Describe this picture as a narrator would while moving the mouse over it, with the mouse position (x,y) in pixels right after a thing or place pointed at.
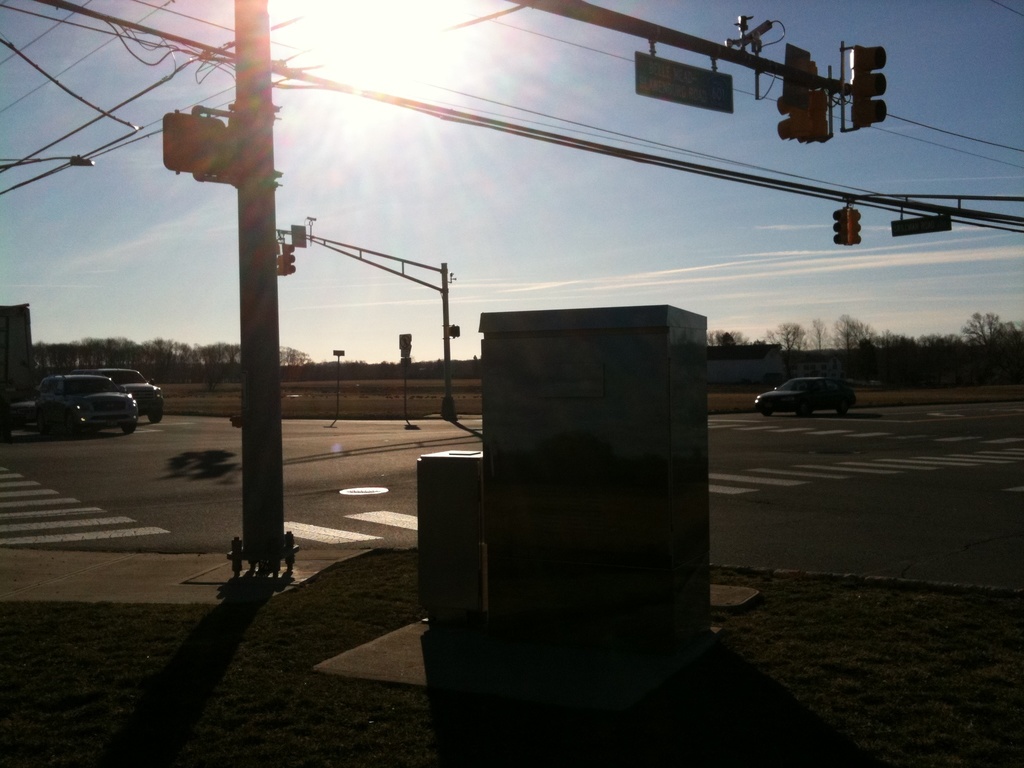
In the foreground of this image (524,534), there are two rectangular objects (490,533) on the grass (317,656). On the left (266,175), there is a pole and many cables (203,59) to it. In the background (142,399), there are vehicles (807,404) moving on the road (806,461), a pole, few boards (407,361), trees (302,369), sky (589,255) and the cloud (676,272). On the top (454,12), there is the sun (433,27).
